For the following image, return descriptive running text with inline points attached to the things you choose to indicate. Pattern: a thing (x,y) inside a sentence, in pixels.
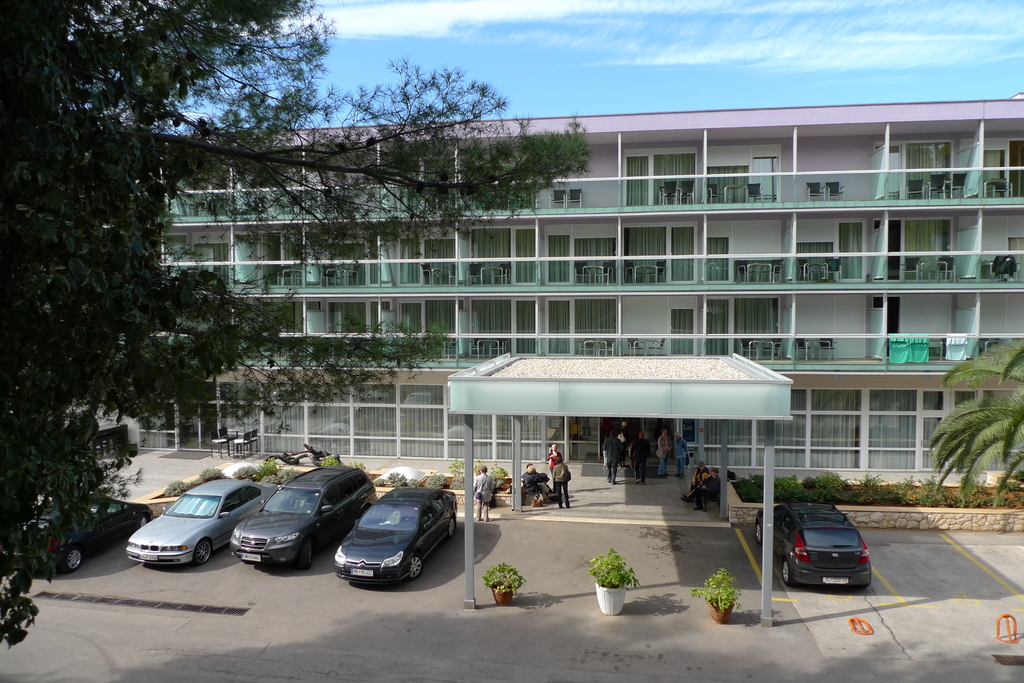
At the bottom of the image (479,554) I can see a road (207,590), cars (222,540), and few people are standing. In the background (450,420), I can see a building (492,355). There is a sky (720,66) on the top of this image (648,92).
